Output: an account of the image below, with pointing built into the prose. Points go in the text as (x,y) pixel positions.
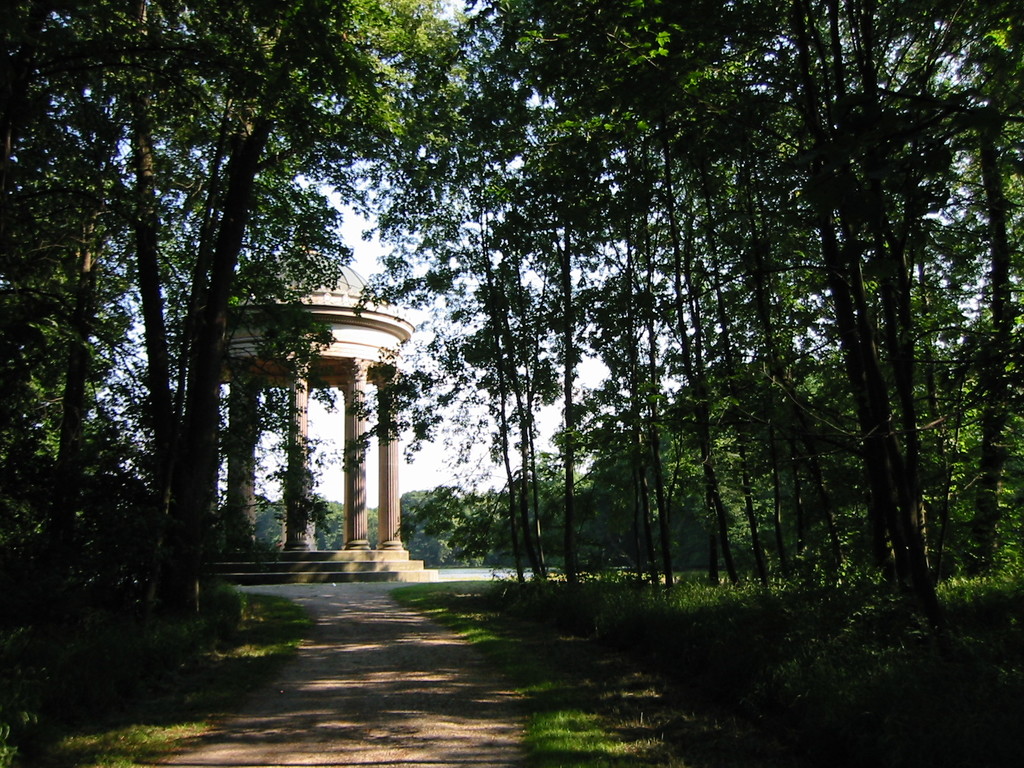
In this image we can see the road (423,661), trees (857,398) on the either side, a gazebo (386,520) and the sky (415,468) in the background (440,457).
